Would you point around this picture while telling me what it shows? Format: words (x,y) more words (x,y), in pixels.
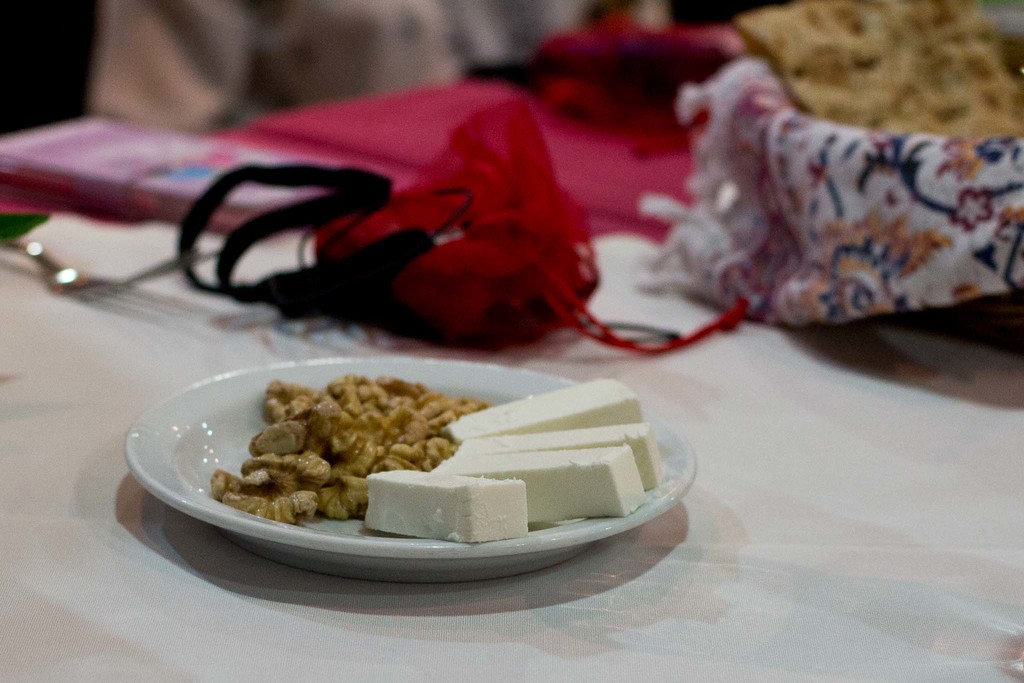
In this image I can see the white colored surface (816,560) and on it I can see a white colored plate (366,551), a red and black colored bag (459,284) and few other blurry objects (834,189). In the plate (356,540) I can see a food item (379,446) which is white and brown in color.
